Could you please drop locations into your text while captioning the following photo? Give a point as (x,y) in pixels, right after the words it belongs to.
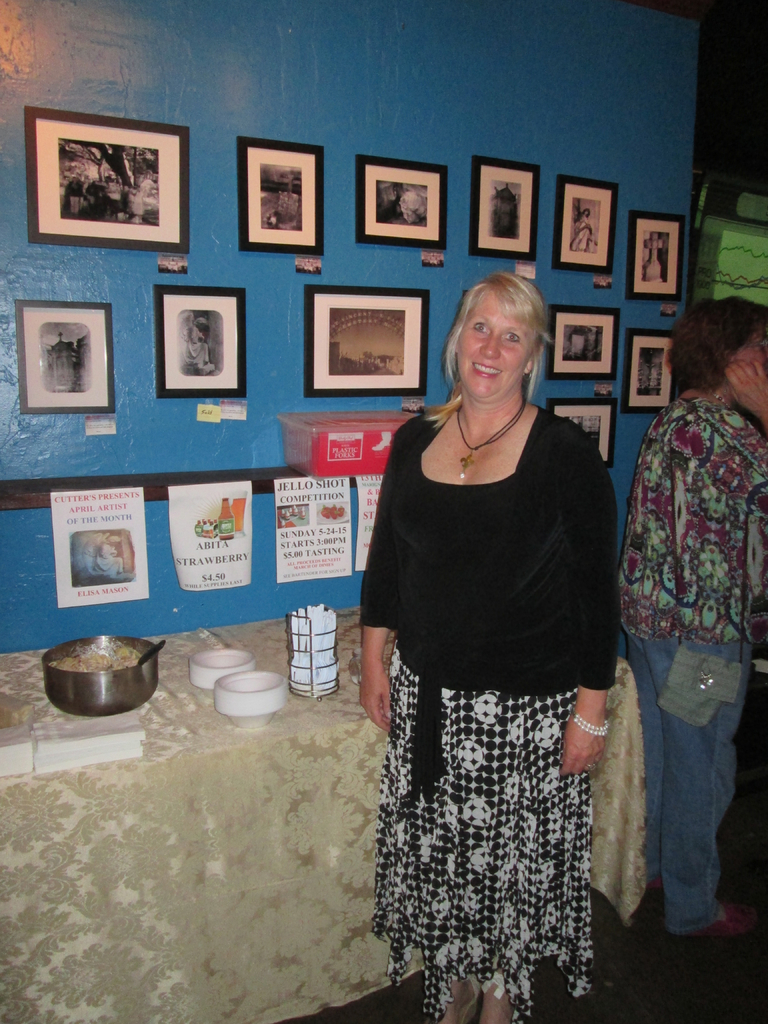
In this image I can see there is a woman (479,374) standing and there is a table (36,778) in the background (119,725), there are few plates (204,659) and a utensil (107,685) with some food (104,657), There are few photo frames (445,208) placed on the wall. There is a person (697,546) standing at right side (709,589).
